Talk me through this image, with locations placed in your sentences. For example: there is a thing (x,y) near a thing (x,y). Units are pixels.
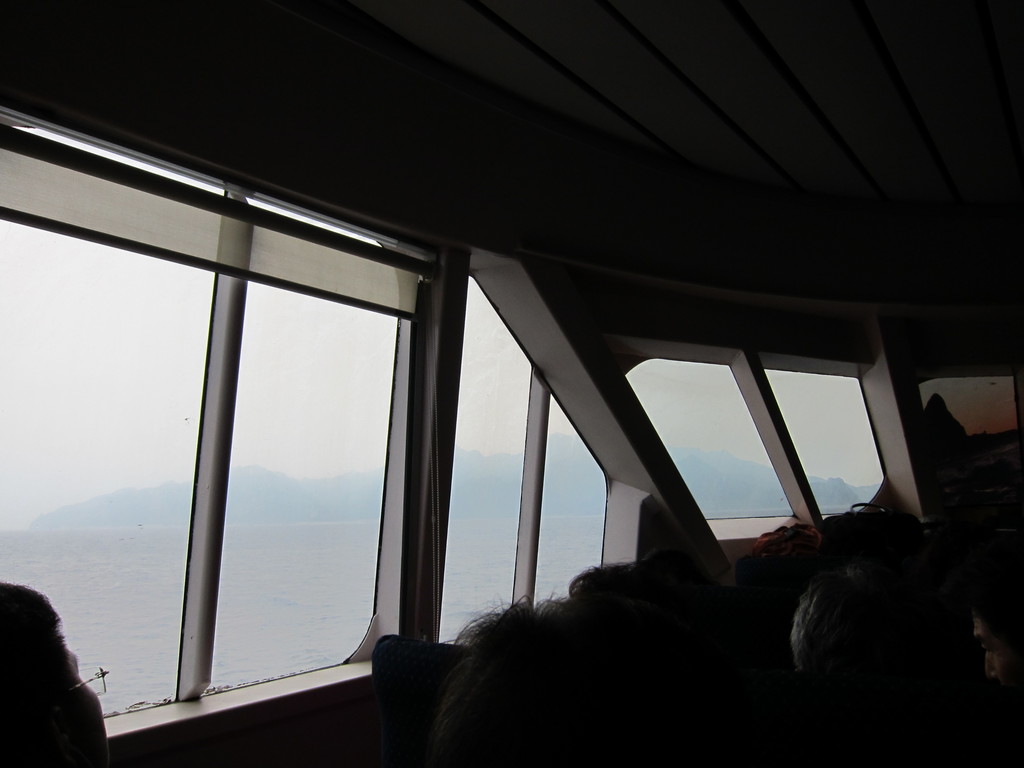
In this picture there are people (1018,612) at the bottom side of the image (666,584) and there are windows (97,383) on the left side of the image (128,393).
